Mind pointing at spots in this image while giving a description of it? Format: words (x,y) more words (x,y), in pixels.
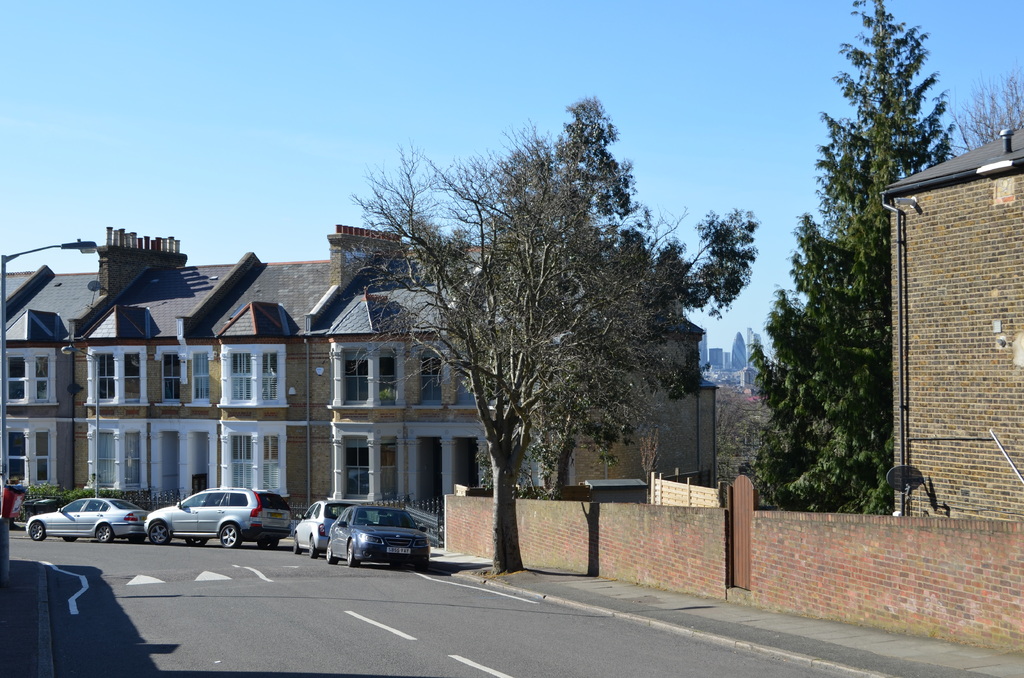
In this image there are buildings (962,437) and trees (822,389). At the bottom (80,534) we can see cars (113,531) on the road (392,617). In the background (442,118) there is sky (376,134). On the left (0,256) there is a pole (2,274).
